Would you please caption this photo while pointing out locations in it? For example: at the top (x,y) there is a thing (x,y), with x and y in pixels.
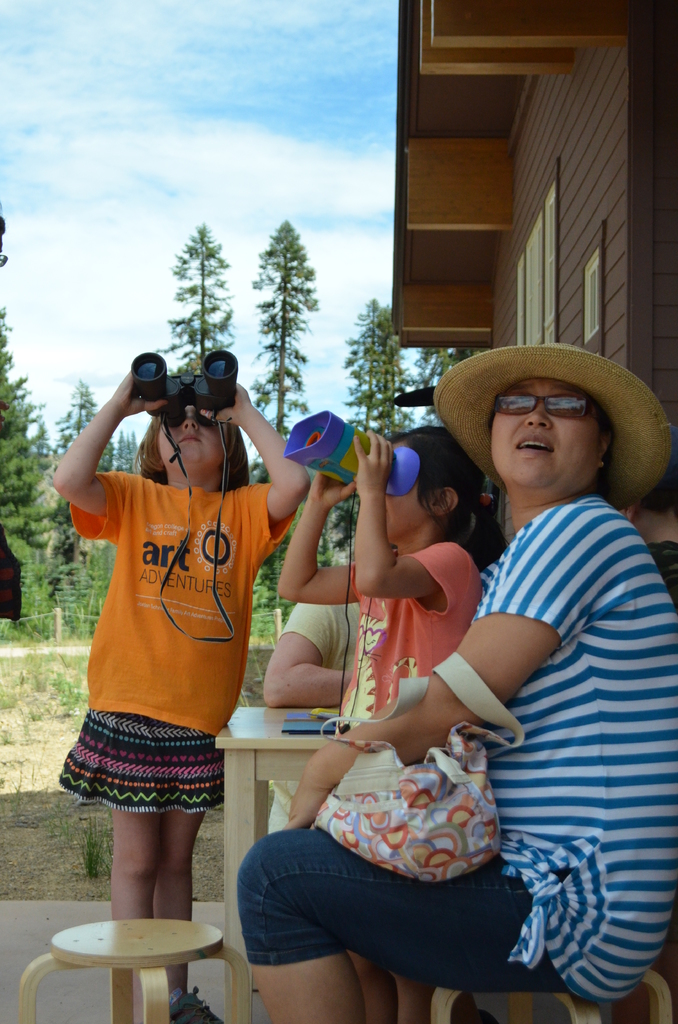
In this image i can see group of people (339,697) and a house (510,167). I can also see a sky (193,184) and few trees (281,309).
